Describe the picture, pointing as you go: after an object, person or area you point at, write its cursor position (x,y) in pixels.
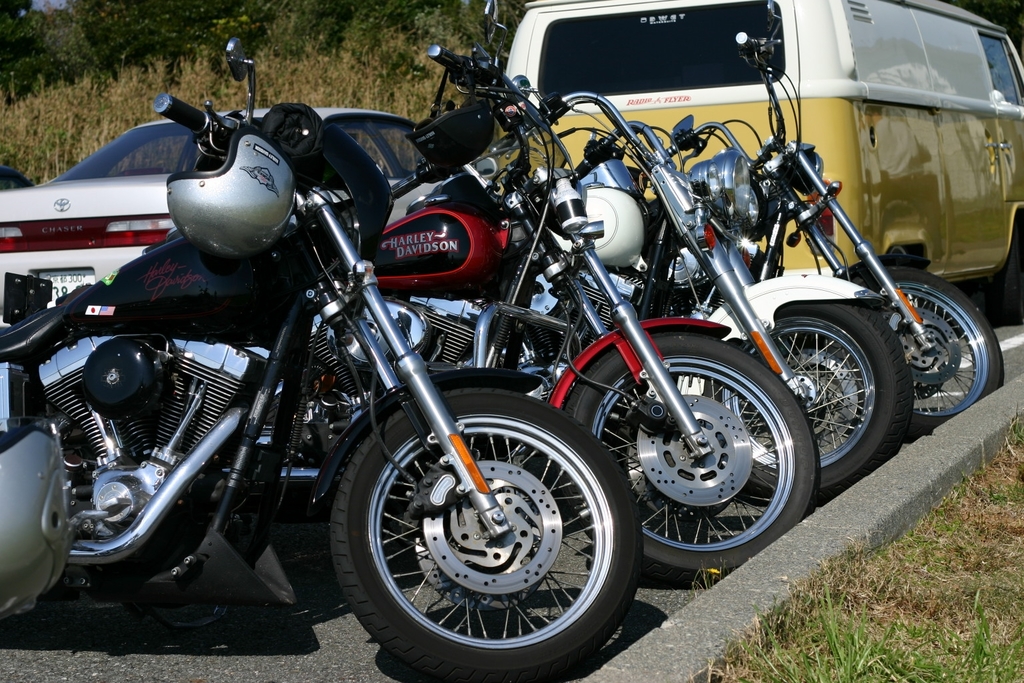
There are bikes (365,289) and vehicles (932,28) on the road (239,675). This is grass (954,596). In the background (451,38) there are trees (60,42).
